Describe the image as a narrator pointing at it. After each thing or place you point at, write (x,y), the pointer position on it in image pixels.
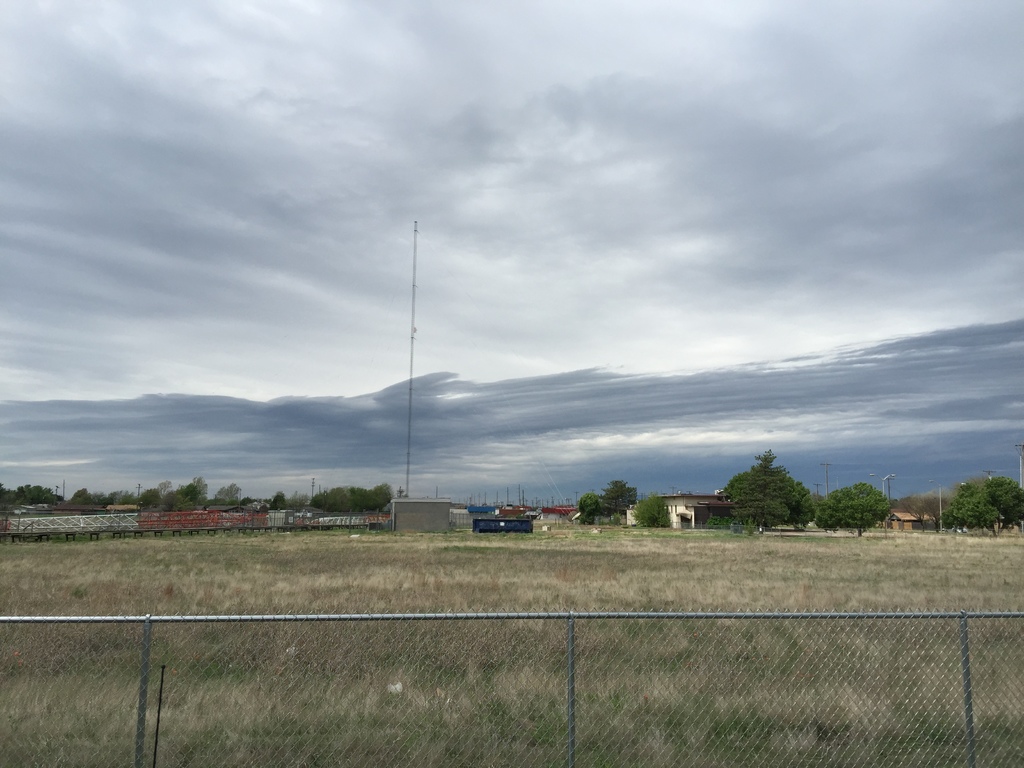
At the bottom of the image (599,657) there is fencing (842,660). Behind the fencing (796,653) there's grass (817,547) on the ground (482,552). In the background (125,513) there are trees (627,507), buildings (546,511), poles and some other objects (357,521). At the top of the image (550,129) there is sky (556,385) with clouds (556,139).
